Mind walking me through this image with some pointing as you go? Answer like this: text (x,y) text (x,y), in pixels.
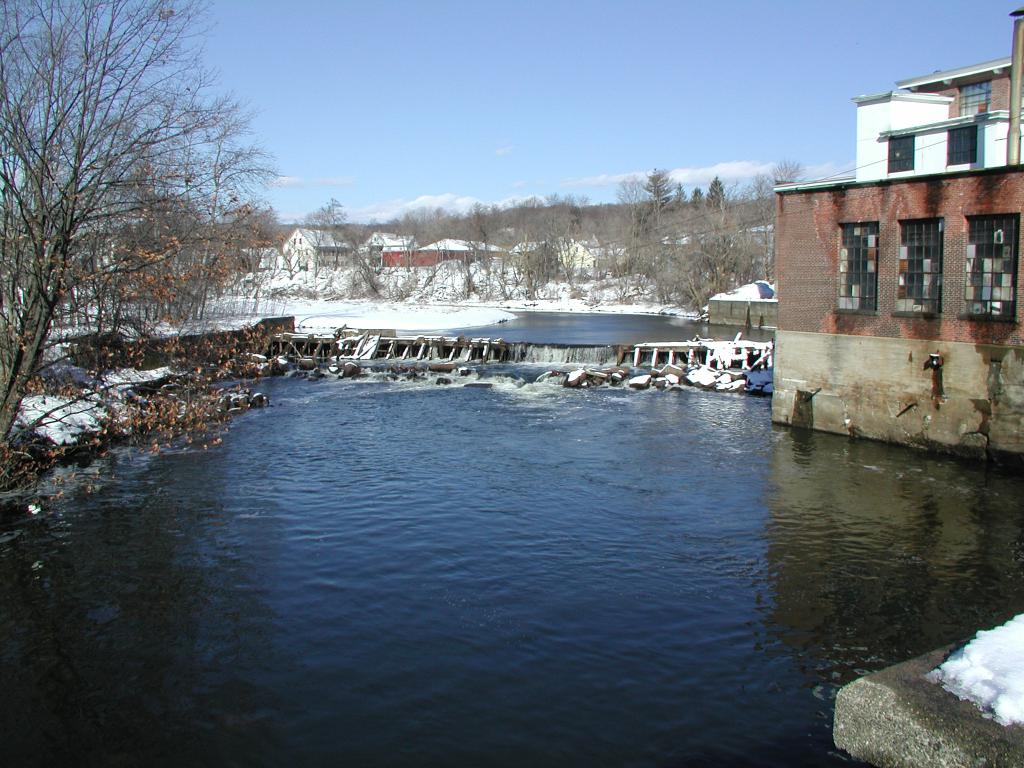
In this image I can see buildings (898,295), windows (914,267), trees (206,224) and water (597,447). The sky (462,185) is in blue and white color.
